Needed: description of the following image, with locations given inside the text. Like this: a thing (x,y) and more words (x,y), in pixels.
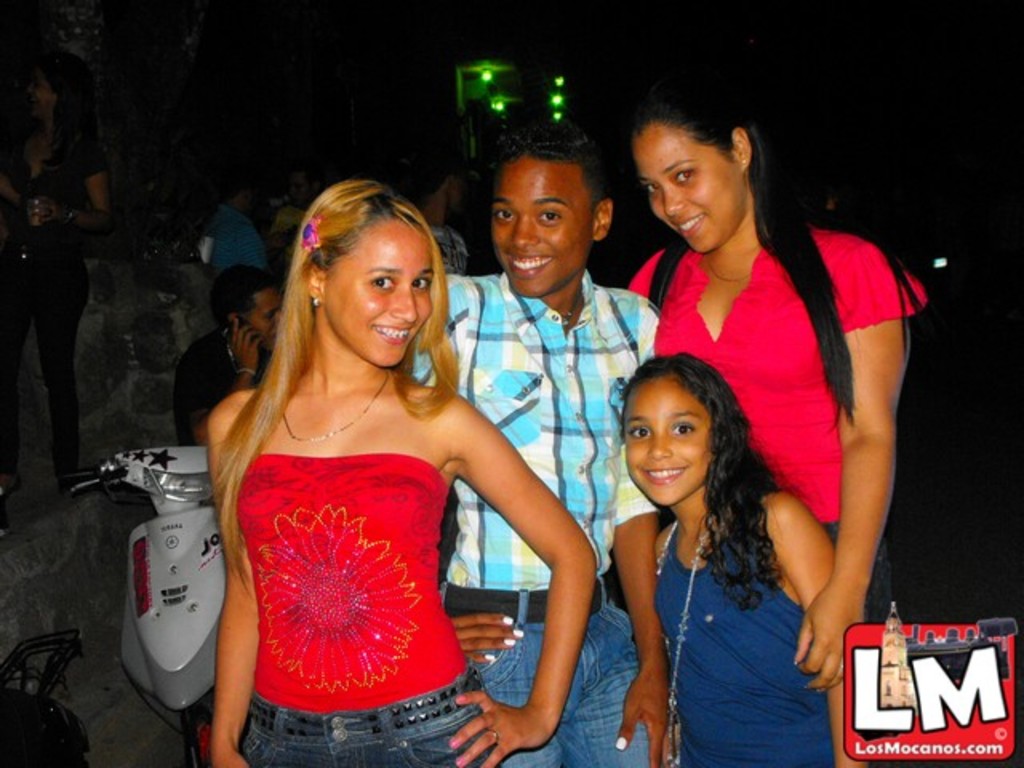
In this image I can see four people (344,587) standing and posing for the picture. I can see other people (78,214) behind them. I can see a bike (188,556) on the left hand side of the image (165,480). In the bottom right corner (946,694), I can see some text (932,694). The background (750,84) is dark.
